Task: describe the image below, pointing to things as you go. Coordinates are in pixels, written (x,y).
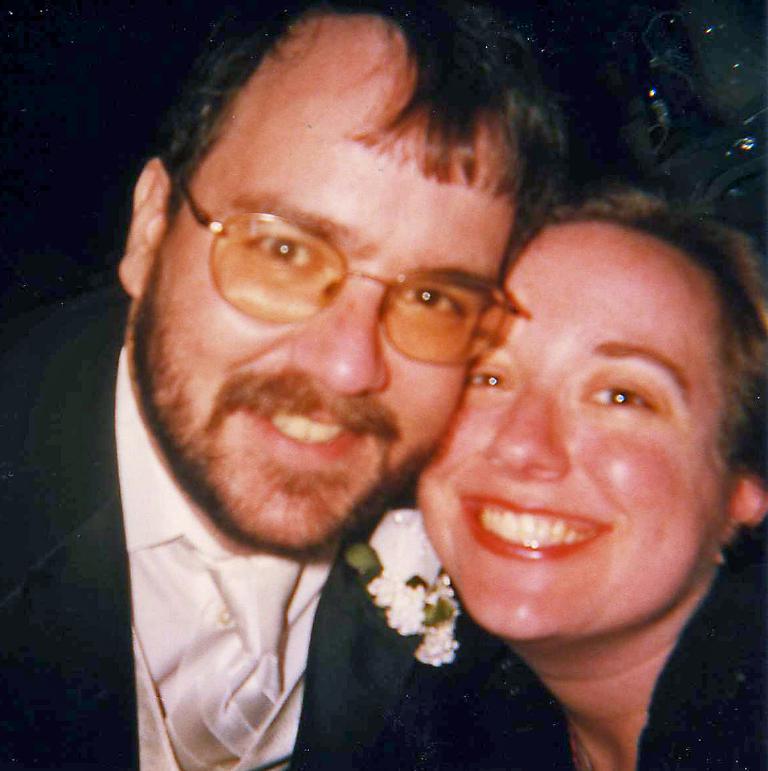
In this picture we can see a woman (639,741), man (85,653) wore spectacles (297,302) and they both are smiling and in the background (185,25) it is dark.
